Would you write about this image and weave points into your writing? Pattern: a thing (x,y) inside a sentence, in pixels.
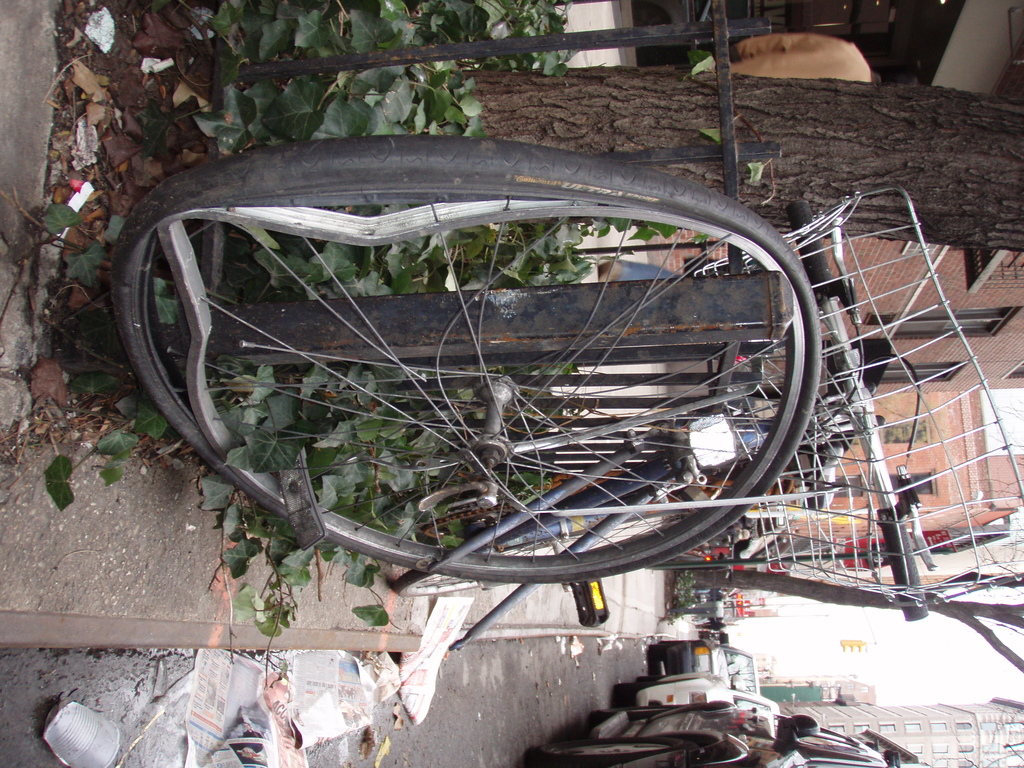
In this image we can see a bicycle (649,201) placed aside on the footpath (608,248). We can also see a fence (643,157), plants (472,245), the bark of the trees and some buildings (989,365). On the bottom of the image (407,678) we can see some vehicles (653,754) and papers (318,719) on the road (490,756). We can also see some buildings (940,733) and the sky (945,684).
